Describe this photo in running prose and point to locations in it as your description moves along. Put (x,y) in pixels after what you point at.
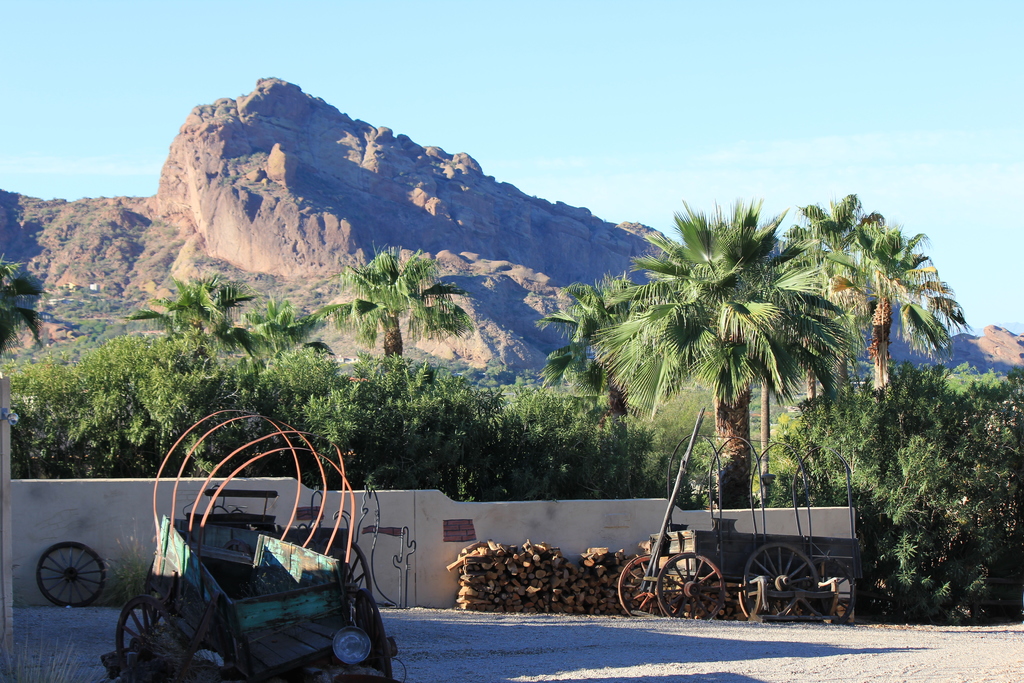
This is the picture of a mountain (467,273). In the foreground (295,480) there are vehicles (241,675) and there are logs (521,577). There are trees (1003,436) behind the wall (576,550). At the back (20,218) there is a mountain (92,314). At the top (543,104) there is sky (634,86).
